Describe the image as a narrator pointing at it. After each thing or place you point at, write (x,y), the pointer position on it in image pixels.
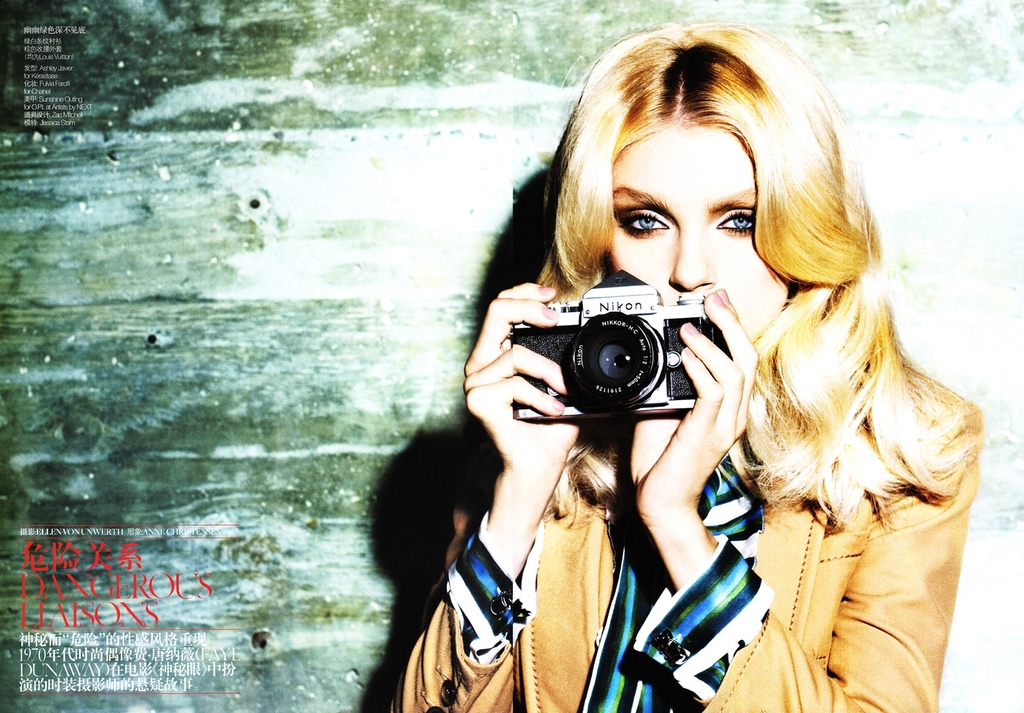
In this picture we can see women (709,473) wore jacket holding camera (566,312) in her hands (516,307) and in background (314,310) we can see wall (202,143) and this is a poster (239,327).
